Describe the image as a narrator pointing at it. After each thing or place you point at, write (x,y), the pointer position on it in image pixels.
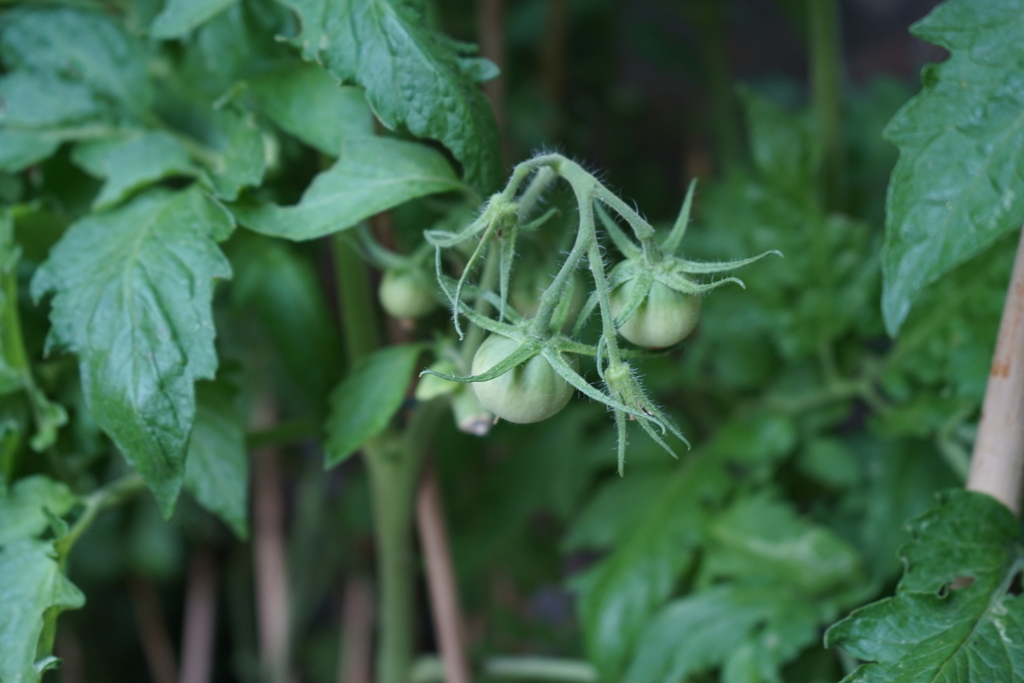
In the image we can see raw tomatoes (542,357), stem (508,188) and leaves (222,127).
